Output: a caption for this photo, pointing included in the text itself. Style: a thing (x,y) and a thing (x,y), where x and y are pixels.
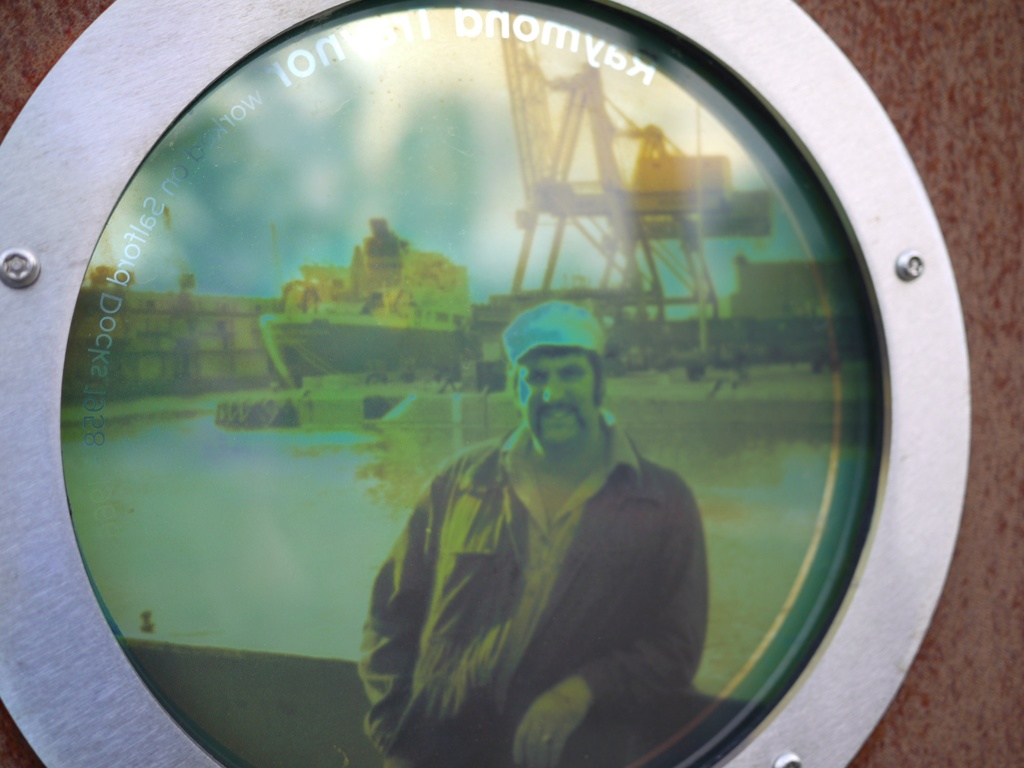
In this image there is a photo frame (842,348) to the wall (936,107). In the photo frame (782,214) we can see person (471,524), ship (418,335), shipyard (628,286), building (92,336) and sky (329,173).
